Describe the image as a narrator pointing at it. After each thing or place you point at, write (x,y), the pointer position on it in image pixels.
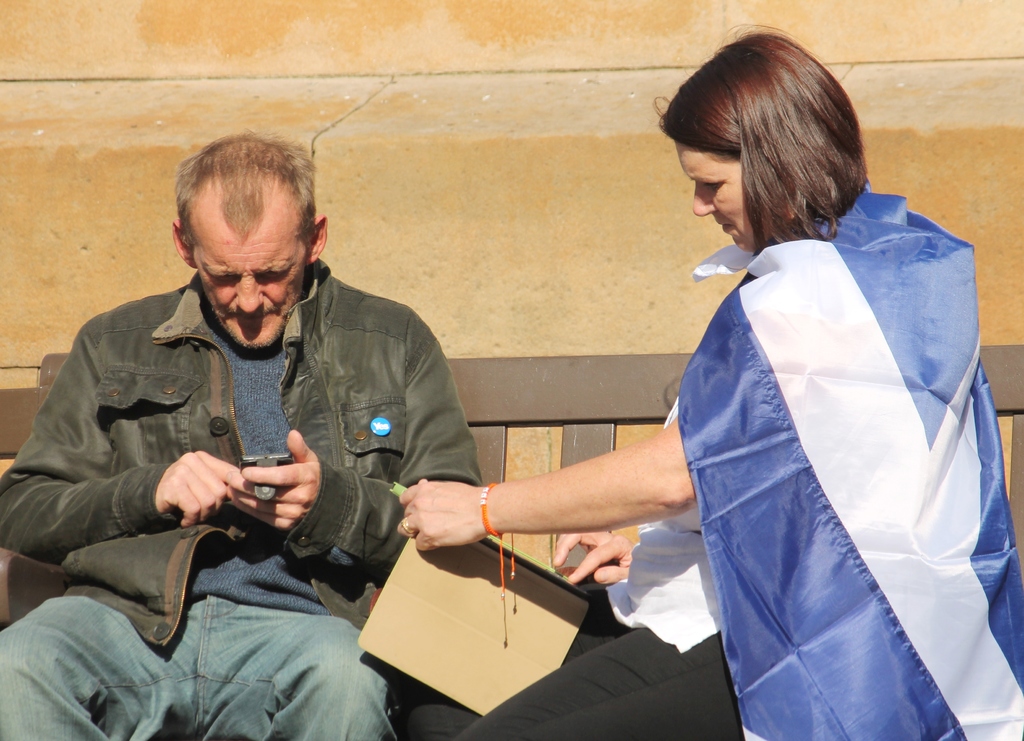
In this picture I can see two persons (377,331) sitting and holding the objects (508,654), and in the background (503,186) there is a wall (653,15).
